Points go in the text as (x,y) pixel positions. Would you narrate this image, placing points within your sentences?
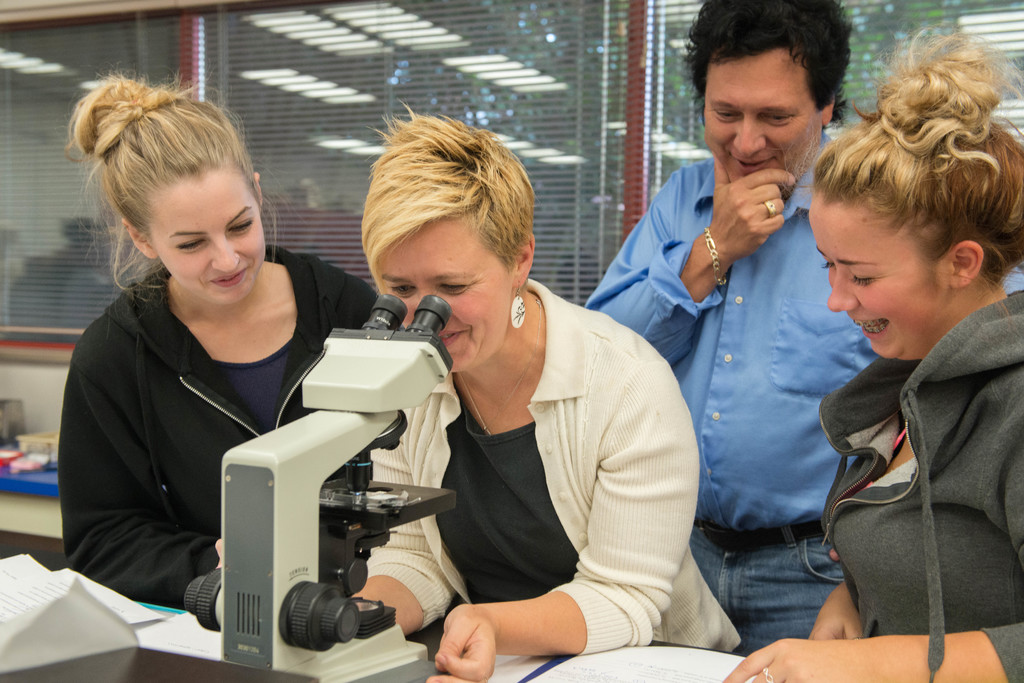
In this image we can see people (474,148) standing and we can also see a microscope (299,483), windows (147,37) and papers (137,630).
